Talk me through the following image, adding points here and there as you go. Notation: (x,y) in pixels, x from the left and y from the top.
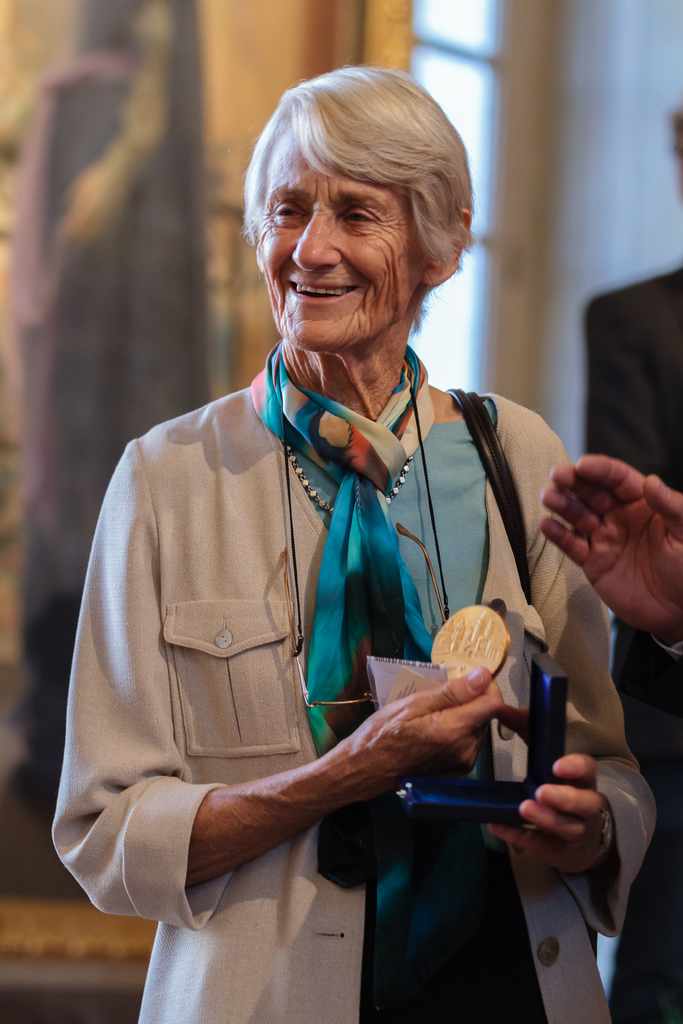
In this image we can see a lady (434,572) holding a box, and a coin (503,638), behind her there is a photo frame (198,117), window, and a wall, also we can see a person's hand (648,500), and the background (191,70) is blurred.
